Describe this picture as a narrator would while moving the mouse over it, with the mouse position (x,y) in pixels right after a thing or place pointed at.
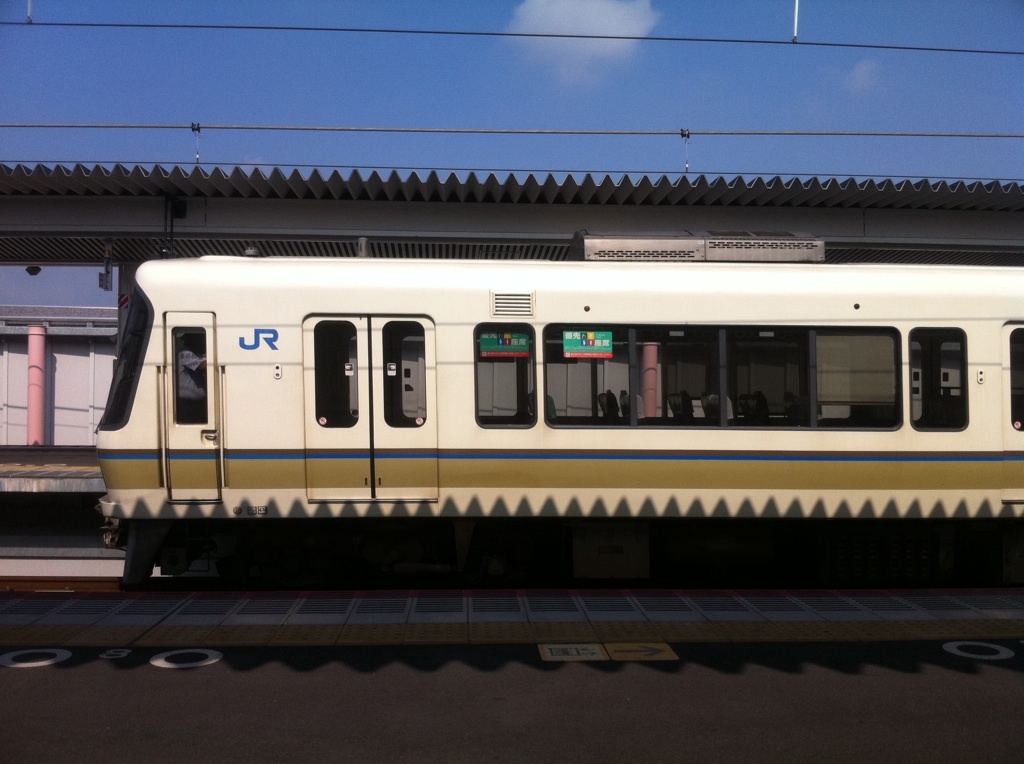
In this image we can see a train (346,418), platform (49,483), shelter (66,228) and pole (29,422). At the top of the image (435,94), we can see the sky (568,72) and wires (619,132).
